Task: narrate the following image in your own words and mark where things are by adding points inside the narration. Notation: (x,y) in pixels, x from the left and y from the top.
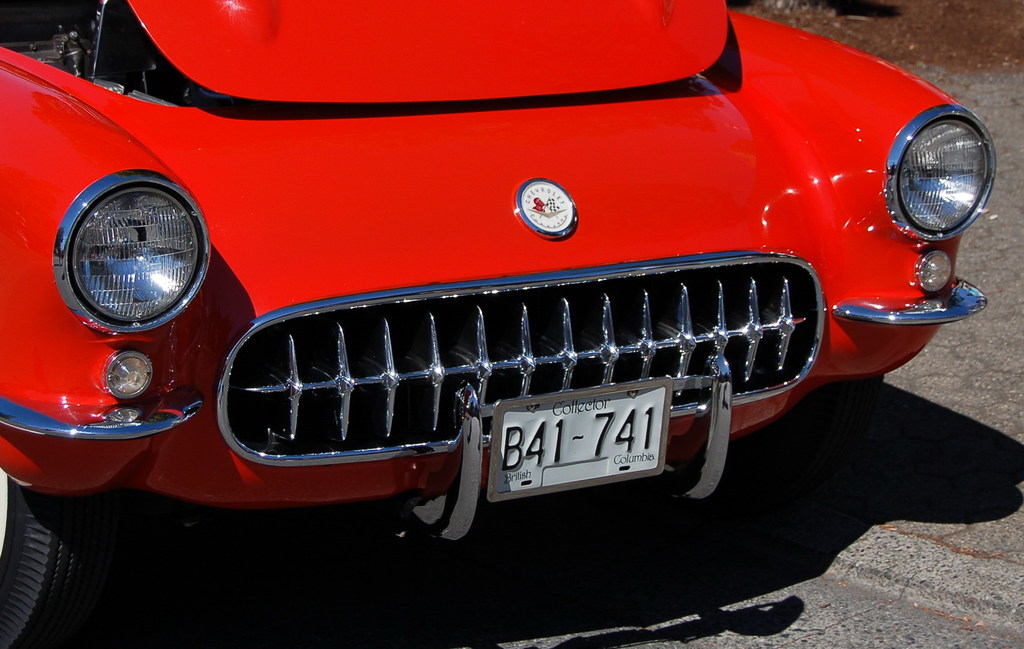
In the image there is red car (519,405) with number plate (507,424), headlights (925,208). At the bottom of the image (776,585) on the road (754,577) there is a shadow (719,583) of the car (737,212).
